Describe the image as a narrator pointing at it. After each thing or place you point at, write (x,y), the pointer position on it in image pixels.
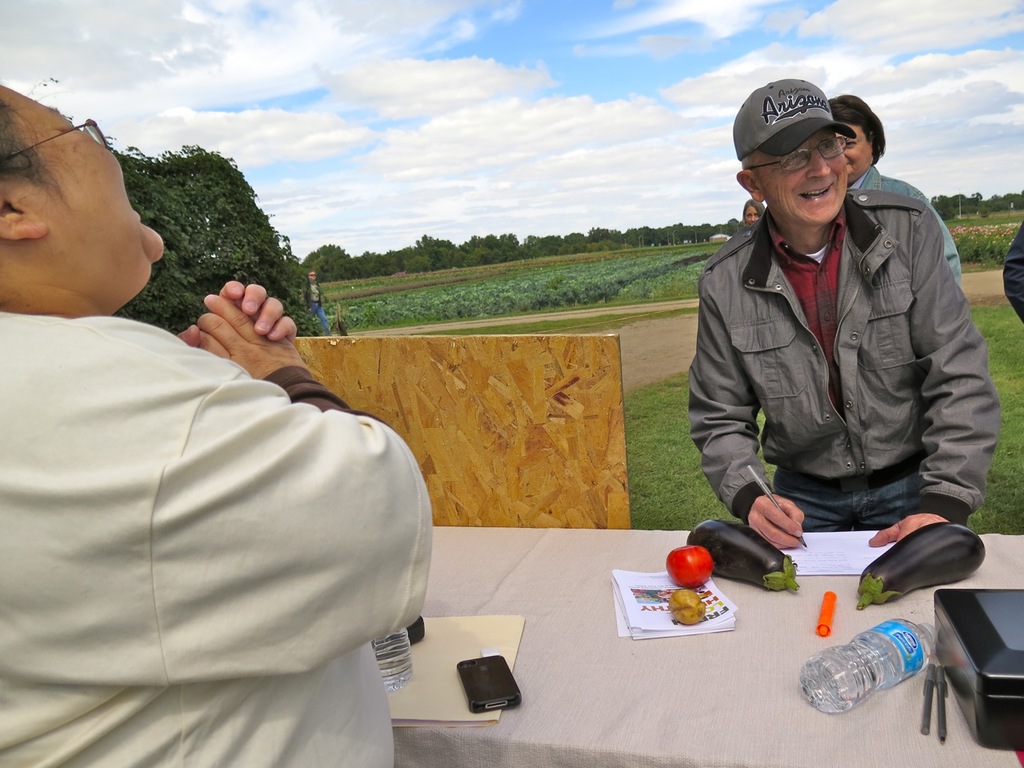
This is outside the city area. A person (157,460) on the left (124,461) is standing and smiling. On the right (840,280) there are few people (876,317) and he is wearing cap (809,118) and smiling, he is writing something on the paper (858,539) which is on the table (744,680). On the table (808,729) we can see water bottle (852,684), brinjal (931,564), tomato (694,562), papers (642,629), mobile phone (481,696), etc. In the background (193,134) we can see tree (440,261), and a field (571,272), sky (635,30) with clouds (468,117).
